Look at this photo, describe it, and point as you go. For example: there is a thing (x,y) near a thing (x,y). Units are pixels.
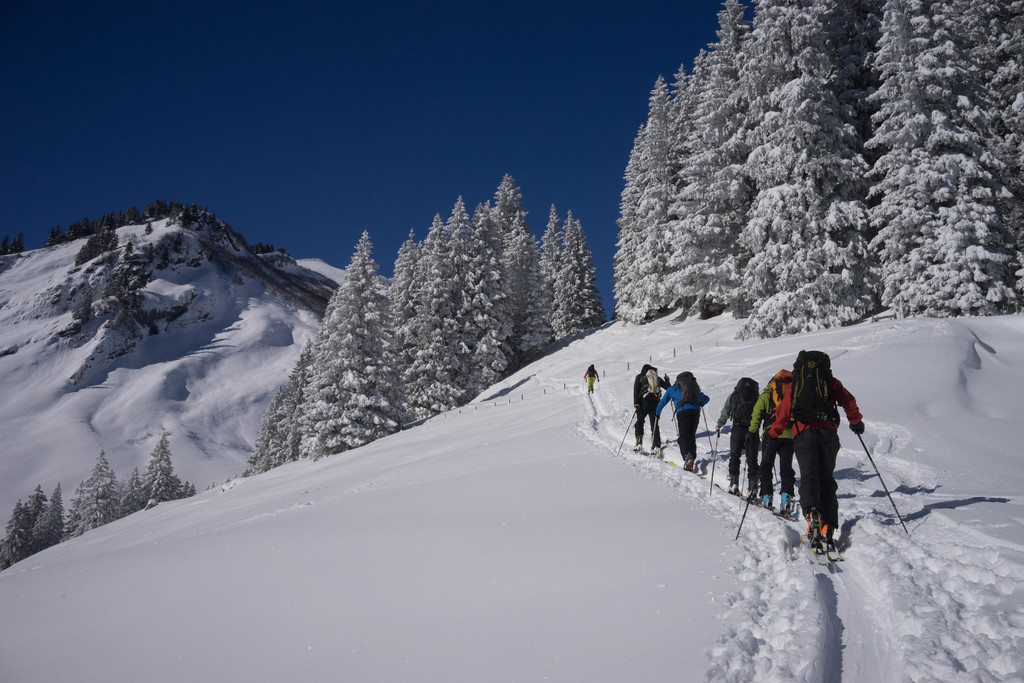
In this image few persons (788,488) are walking on the snow (699,438). They are carrying bags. They are holding sticks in their hands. Right side (781,156) there are few trees (787,176) which are covered with snow (630,267). Left side (29,430) there is a hill (132,291) covered with snow (119,410). Top of the image (405,128) there is sky (330,128).
